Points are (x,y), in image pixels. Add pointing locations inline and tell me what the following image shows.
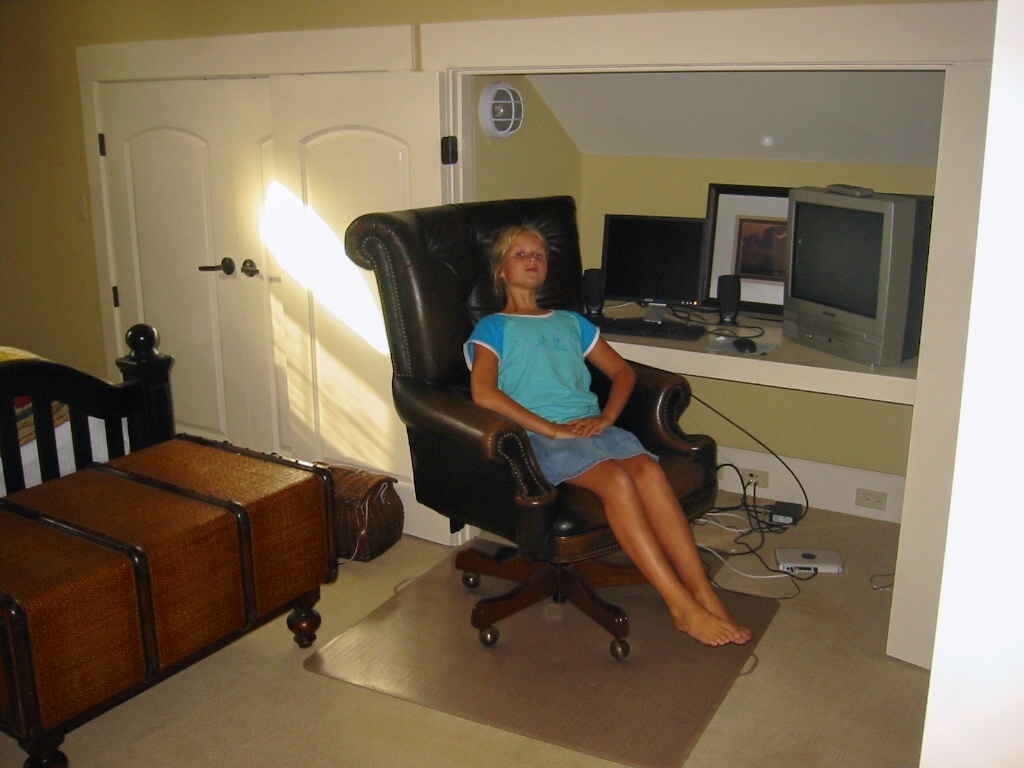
In this picture there is a girl (522,402) sitting on the chair (582,510). There is a television (831,331), frame (781,291), computer (663,286), keyboard (698,336), mouse (741,344) on the shelf (861,387). There are some wires (741,531) and a device (831,570) on the ground (824,658). There is a cupboard (337,301) which is white in color and a handle (204,267) to it.
